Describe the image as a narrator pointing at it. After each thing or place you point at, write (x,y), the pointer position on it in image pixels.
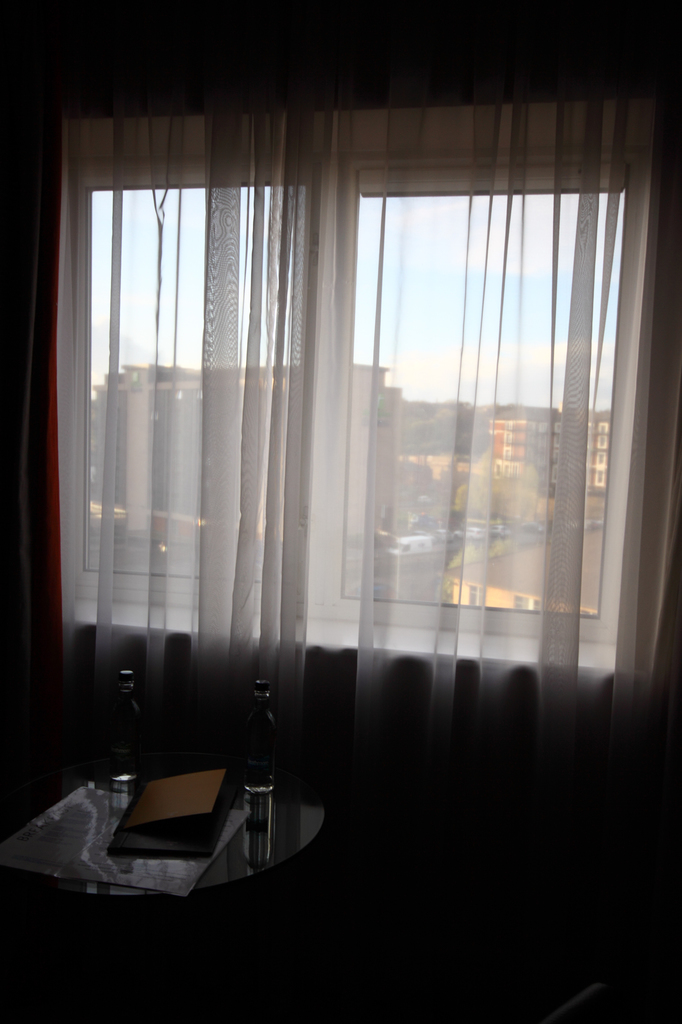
In this picture I can observe a table (269,848) in the bottom of the picture (263,842). In the middle of the picture (304,464) I can observe a window (157,482) and curtain (235,441). In the background (445,296) there are buildings (511,462) and sky (441,323).
